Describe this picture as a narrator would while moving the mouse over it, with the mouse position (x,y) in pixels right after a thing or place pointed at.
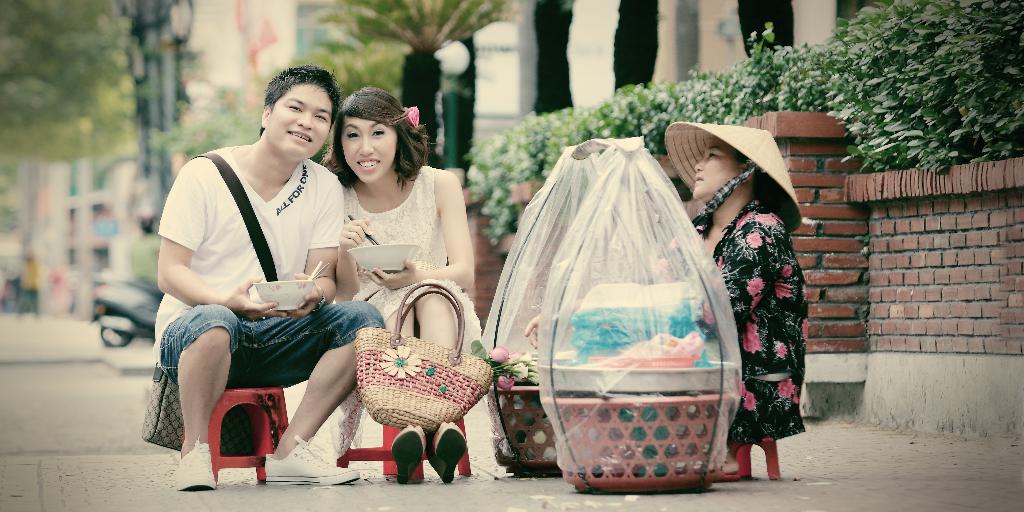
In this image there are three people (267,190) sitting on the stool (221,421) and two of them holding the bowl (284,296). At the right side of the image (940,82) there are plants (786,86) and there is a building (523,45) and at the back (119,313) there is a vehicle (109,305).
